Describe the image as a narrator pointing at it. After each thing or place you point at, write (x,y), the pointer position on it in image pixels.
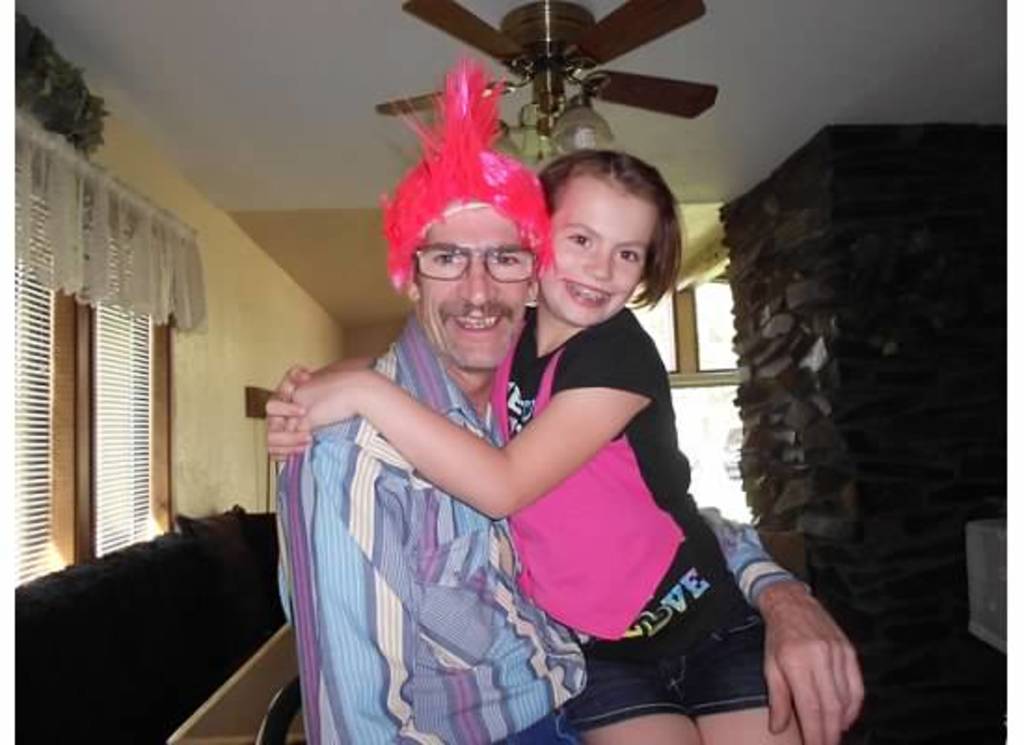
In this image, we can see a girl (618,536) sitting on a man (511,570). They both are smiling. In the background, we can see the wall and glass window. On the left side of the image (176,599), we can see the couch (210,599), wall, window blinds (126,421) and curtain (148,264). At the top of the image (192,103), we can see the ceiling (395,65) and fan (593,99) with lights (576,147). On the right side of the image (979,563), there is a white object (981,585).
